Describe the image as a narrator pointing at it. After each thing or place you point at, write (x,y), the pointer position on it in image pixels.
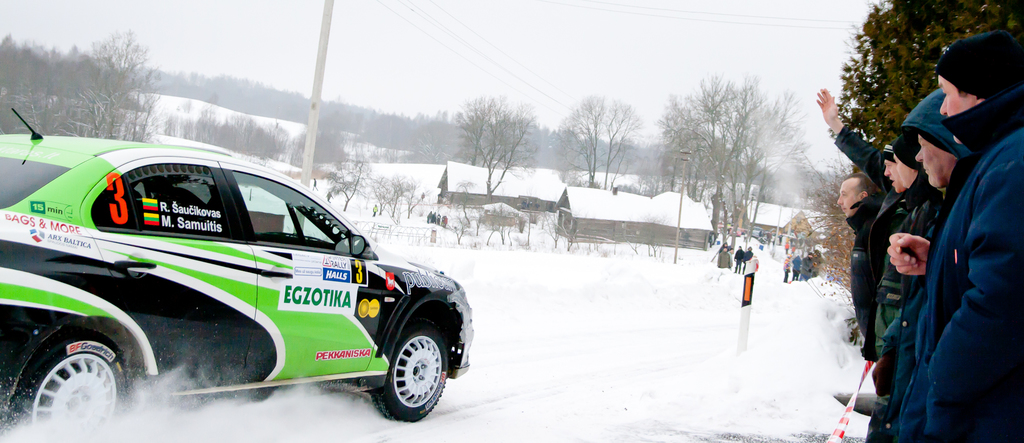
In this picture I can see few houses (568,196), trees (32,71) and a pole (324,60) and I can see a car (230,336) and few people (794,267) standing and a man (855,135) waving hand (819,105) and a cloudy sky (628,77) and I can see snow (600,279).
